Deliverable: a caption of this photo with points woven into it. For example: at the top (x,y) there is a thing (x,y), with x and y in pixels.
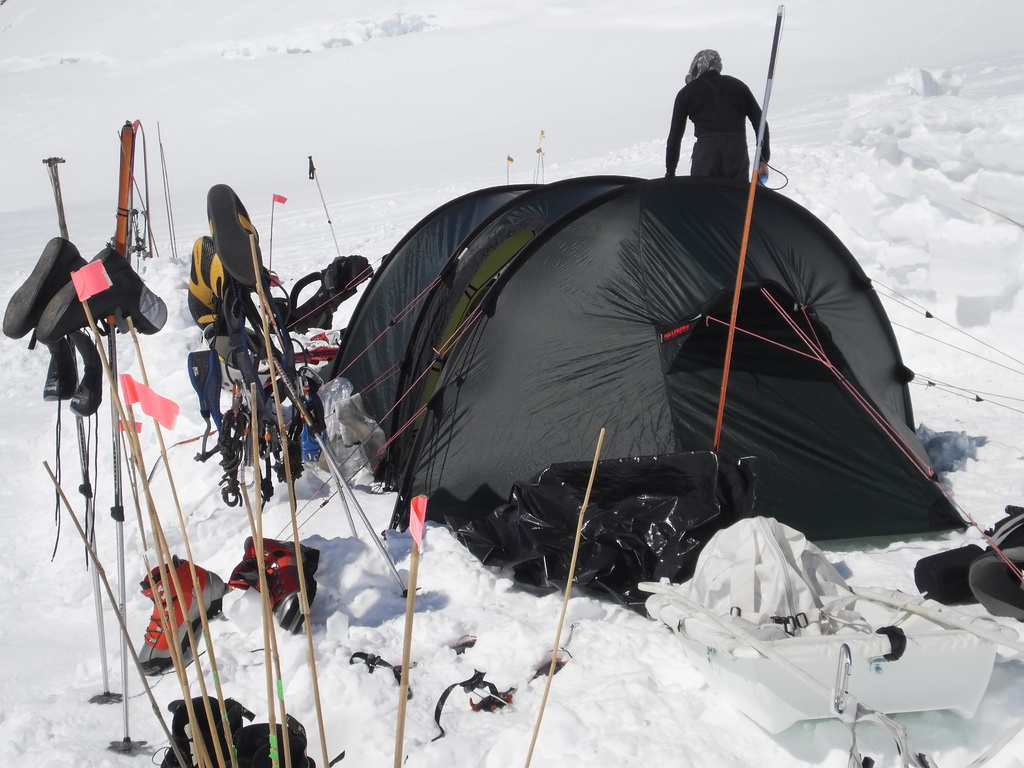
This is the picture of a place where we have a tent (644,271) in the snow floor (9,341) and around there are some sticks (270,655) to which there are some things (233,385) and also we can see some foot wear (182,574) and a person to the side.
